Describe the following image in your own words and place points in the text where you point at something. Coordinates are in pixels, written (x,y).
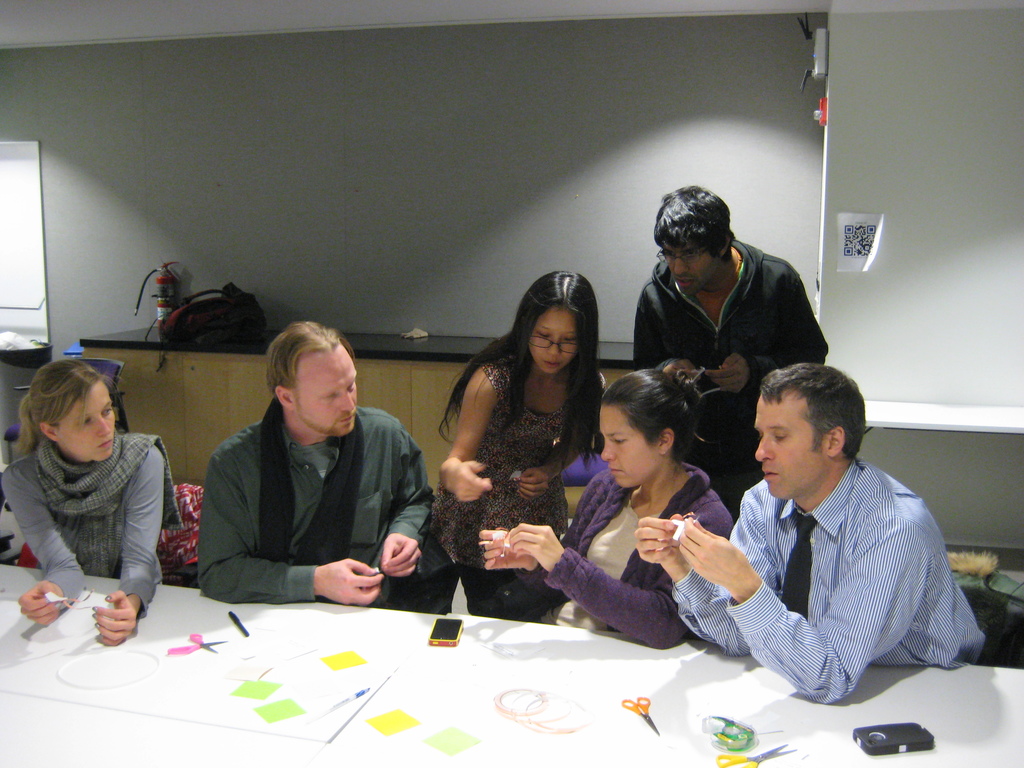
In this image there are few people (615,461) who are sitting near the table (403,625) and discussing between them. On the table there are scissors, papers (259,685), wires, mobile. At the background (222,148) there is wall (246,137) and a cabinet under it. There is a fire extinguisher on the wall (197,279).
